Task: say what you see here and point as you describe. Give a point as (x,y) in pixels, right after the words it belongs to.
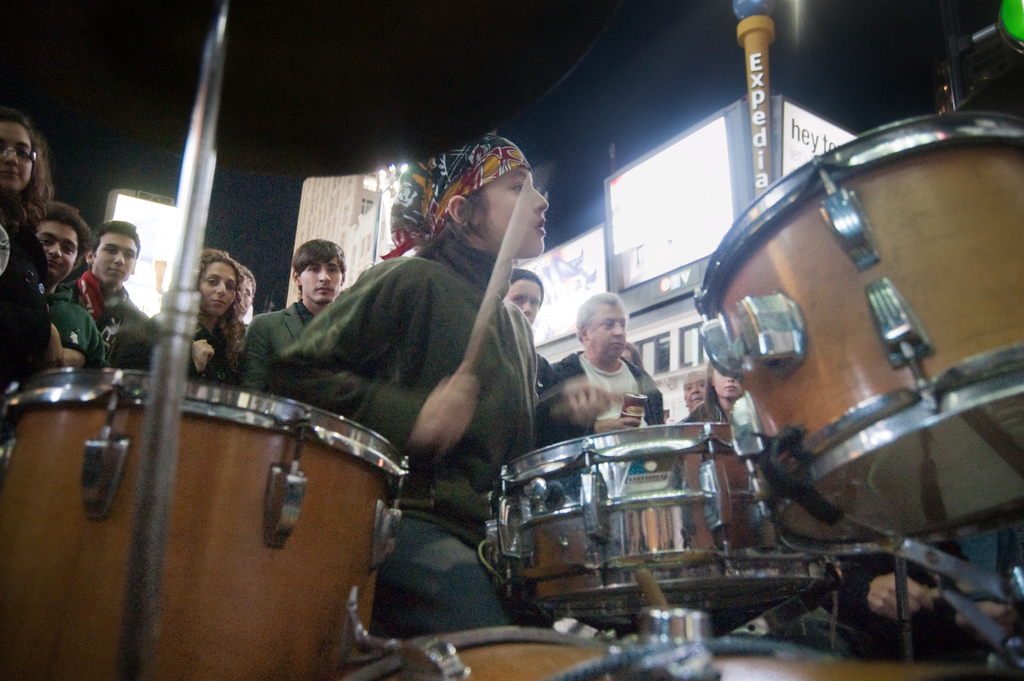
In this image there are musical instruments (649,440) in the front (543,486) and there is a person (462,383) holding a stick (466,365) and in the background (27,292) there are persons (528,301) standing and there are buildings (643,312) and there are boards (814,135) with some text (805,147) written on it.
